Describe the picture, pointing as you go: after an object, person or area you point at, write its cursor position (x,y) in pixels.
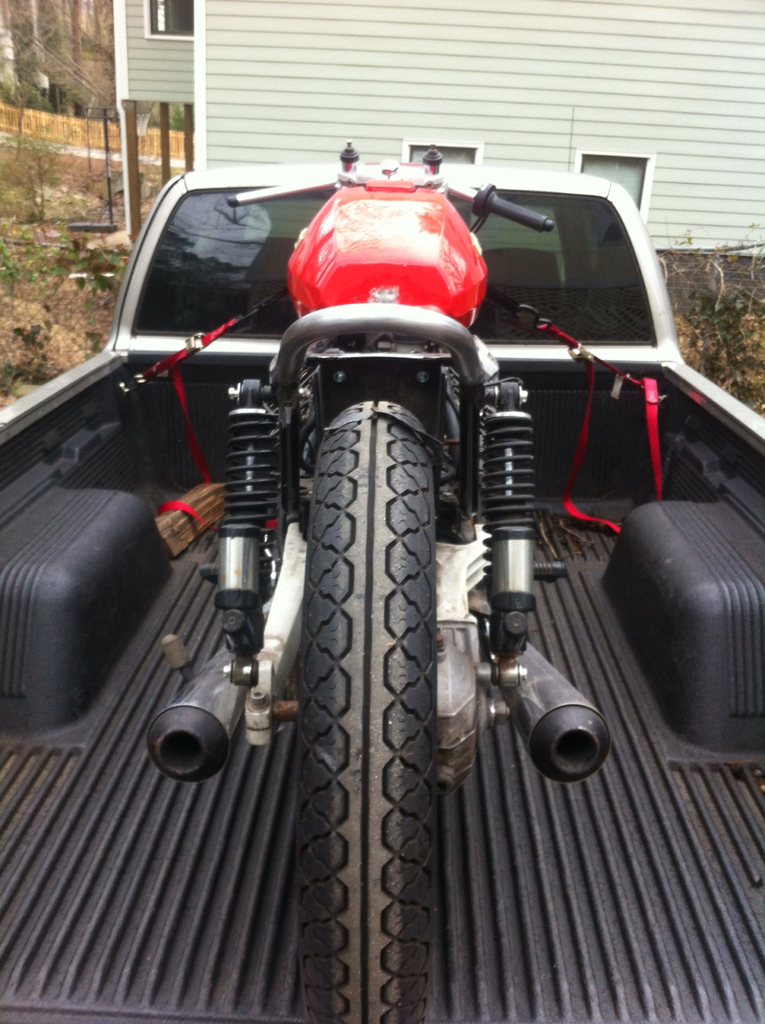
In the picture I can see the pickup truck (190,1001) and there is a motorcycle (417,326) in the vehicle (277,751). In the background (691,250), I can see the house (122,47) and glass windows (155,7). I can see the trees (58,1) on the top left side (58,16).
